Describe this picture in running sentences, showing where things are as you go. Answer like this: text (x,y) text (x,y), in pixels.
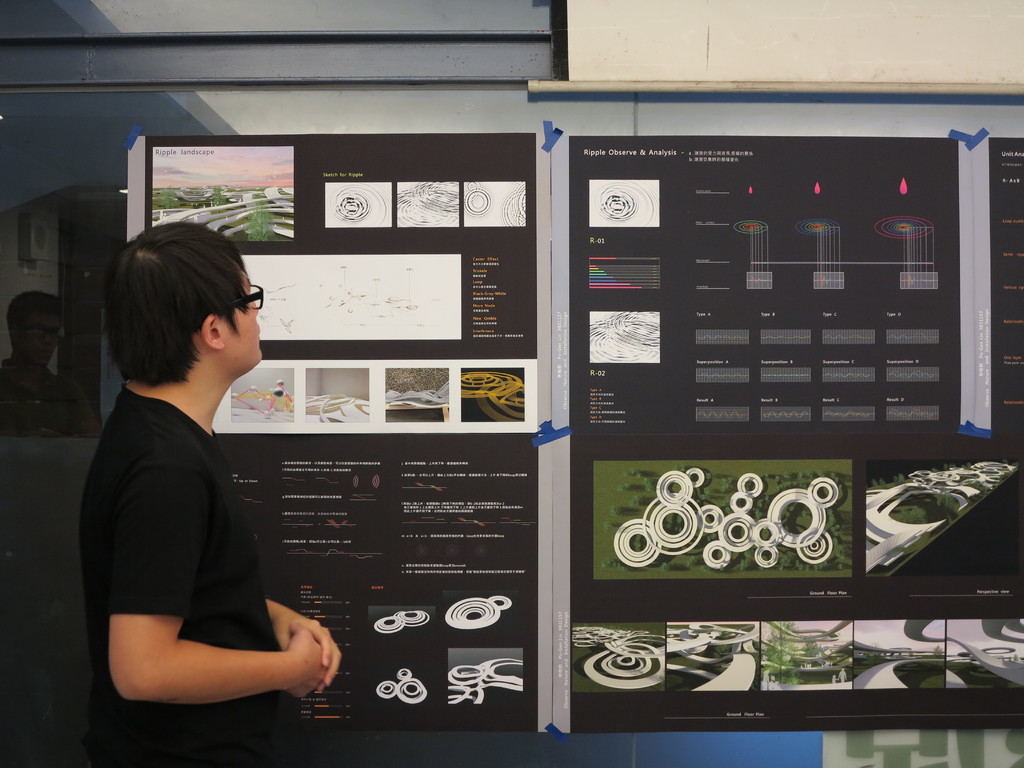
In this in the left (154,450) a person (224,566) is standing wearing black t-shirt (201,455). There are posters (604,286) on a board (606,441).
